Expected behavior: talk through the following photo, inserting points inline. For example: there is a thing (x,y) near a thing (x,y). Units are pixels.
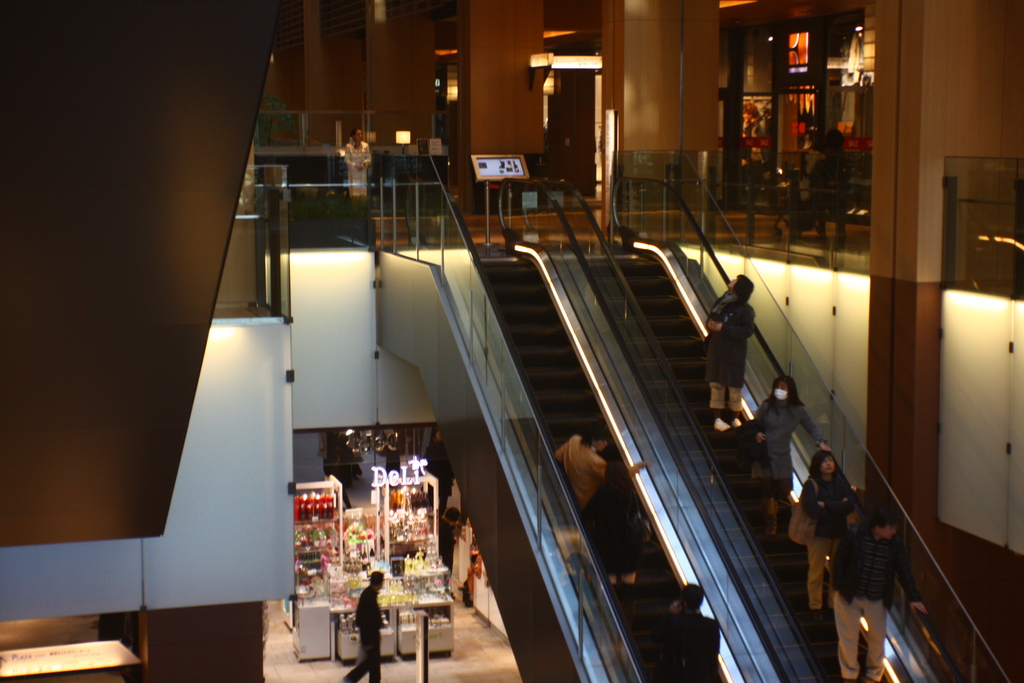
In the center of the image (666,409) we can see a few people (773,455) are standing on the escalators (750,475). In the background (578,109) there is a wall (578,109), pillars (492,128), lights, products (433,557), few people (452,533) and a few other objects (320,190).
